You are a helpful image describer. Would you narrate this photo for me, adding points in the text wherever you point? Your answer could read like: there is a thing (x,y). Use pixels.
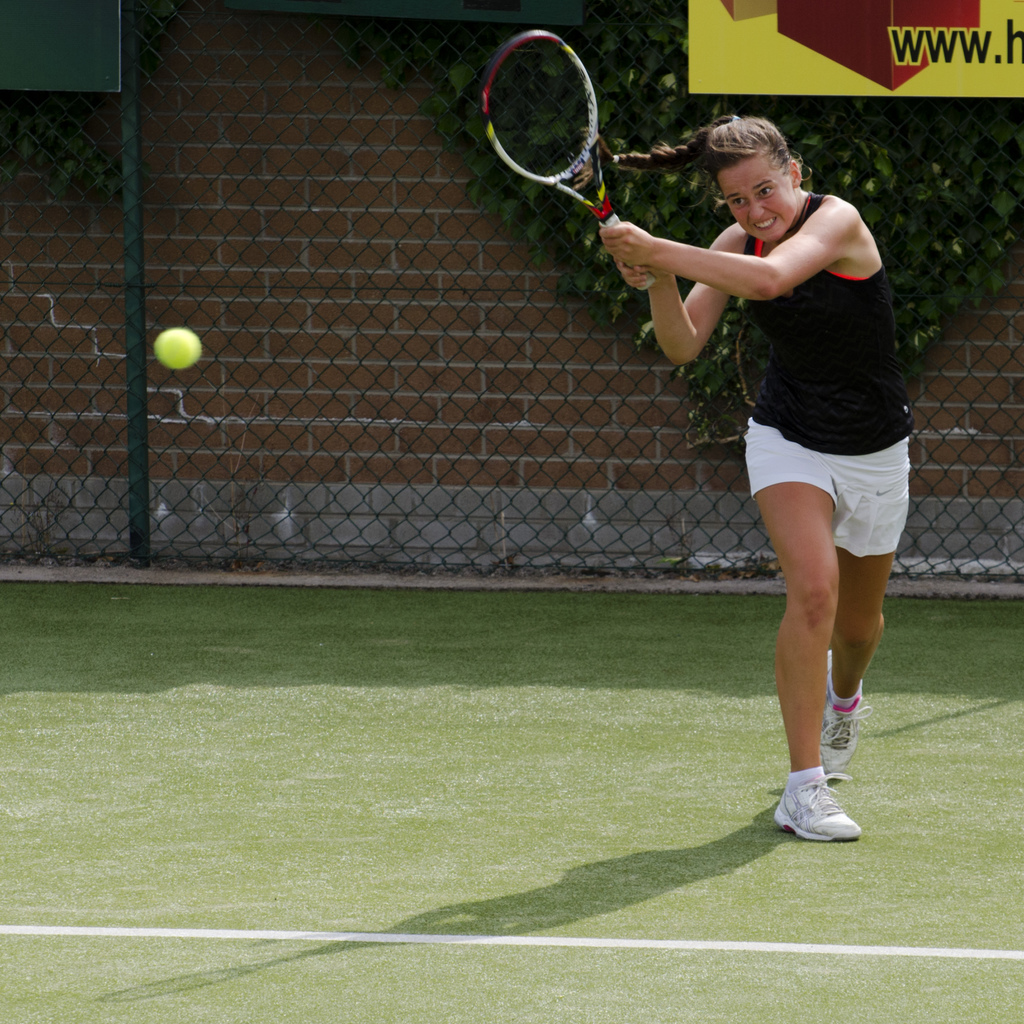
In this image I see a woman (611,246) who is standing and she is holding a racket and I can see a ball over here. In the background (398,471) I see the fence (584,525), a banner (977,39), the wall (179,60) and few plants (470,177).
